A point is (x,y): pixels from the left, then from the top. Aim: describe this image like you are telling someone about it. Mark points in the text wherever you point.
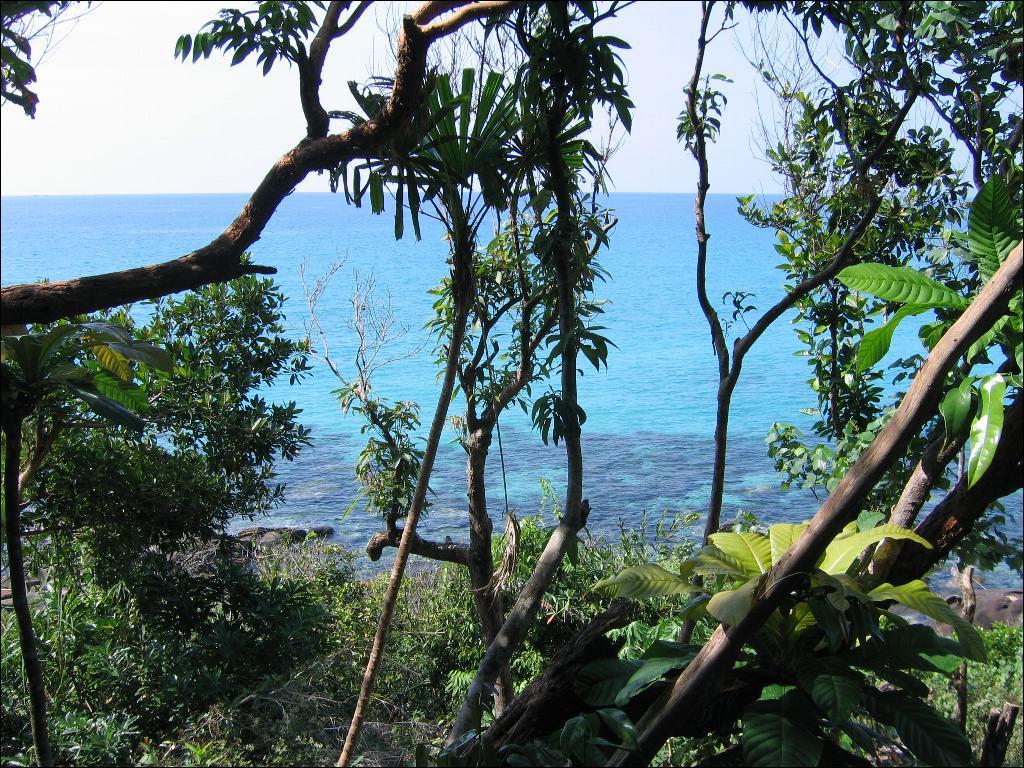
In this picture we can see a few trees (50,521) and plants (449,585) from left to right. There is water (425,225) in the background (687,256).
